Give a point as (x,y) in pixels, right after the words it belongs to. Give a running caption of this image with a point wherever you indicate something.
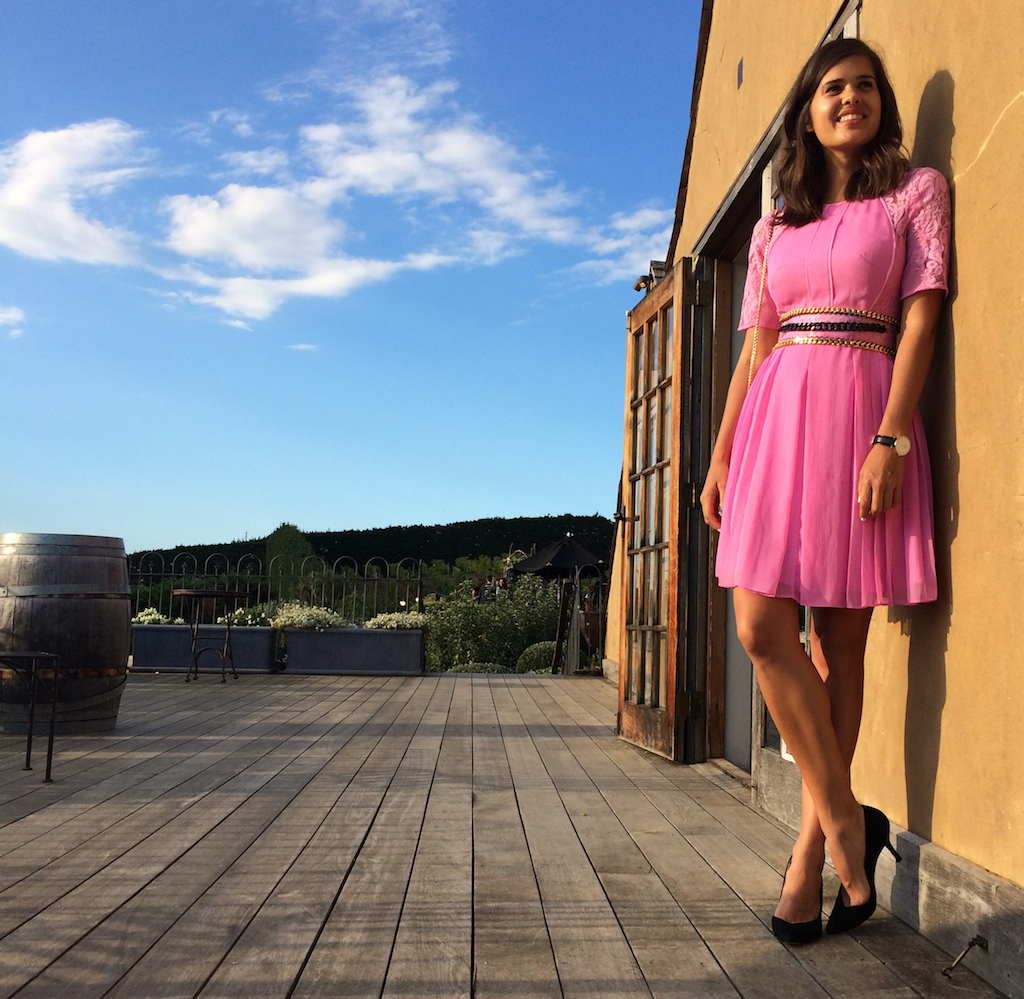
In the bottom right corner of the image (853,896) a woman (750,265) is standing and smiling. Behind her we can see a wall (984,745) and door (662,326). In the middle of the image (588,581) we can see some chairs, tin (98,571) and fencing (353,585). Behind the fencing (353,585) we can see some trees (230,584). At the top of the image (593,34) we can see some clouds (11,218) in the sky (105,98).
